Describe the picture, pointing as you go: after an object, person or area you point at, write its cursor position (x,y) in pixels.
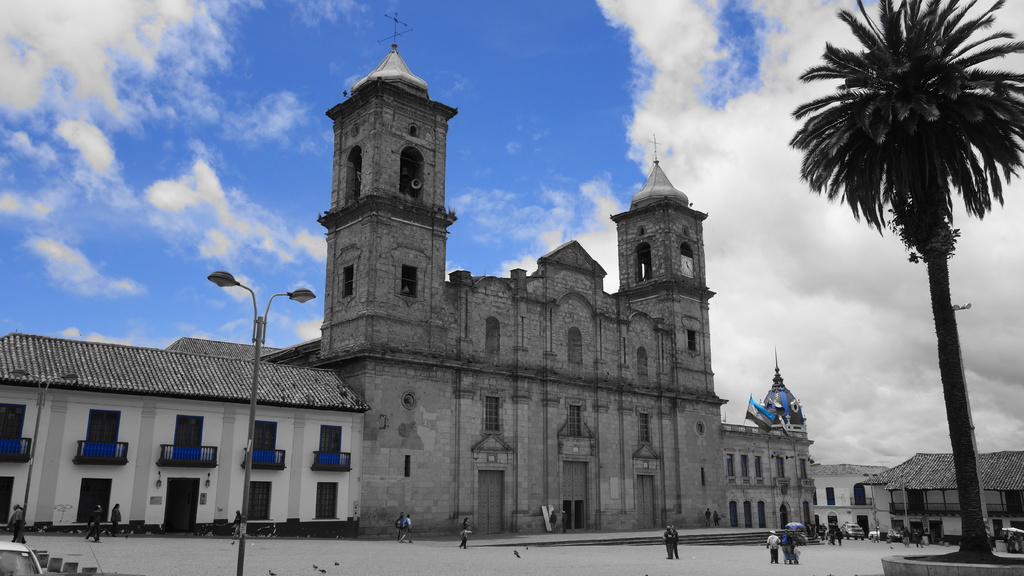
This is an edited image. I can see the buildings (493,440) with the windows (731,463). At the bottom of the image (667,546), there are groups of people (401,525) standing. On the right side of the image (890,73), I can see a tree (975,117). At the bottom of the image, I can see a street light (258,350). This is a flag (758,426) hanging. At the top of the image (592,94), I can see the clouds (765,184) in the sky (522,127).
